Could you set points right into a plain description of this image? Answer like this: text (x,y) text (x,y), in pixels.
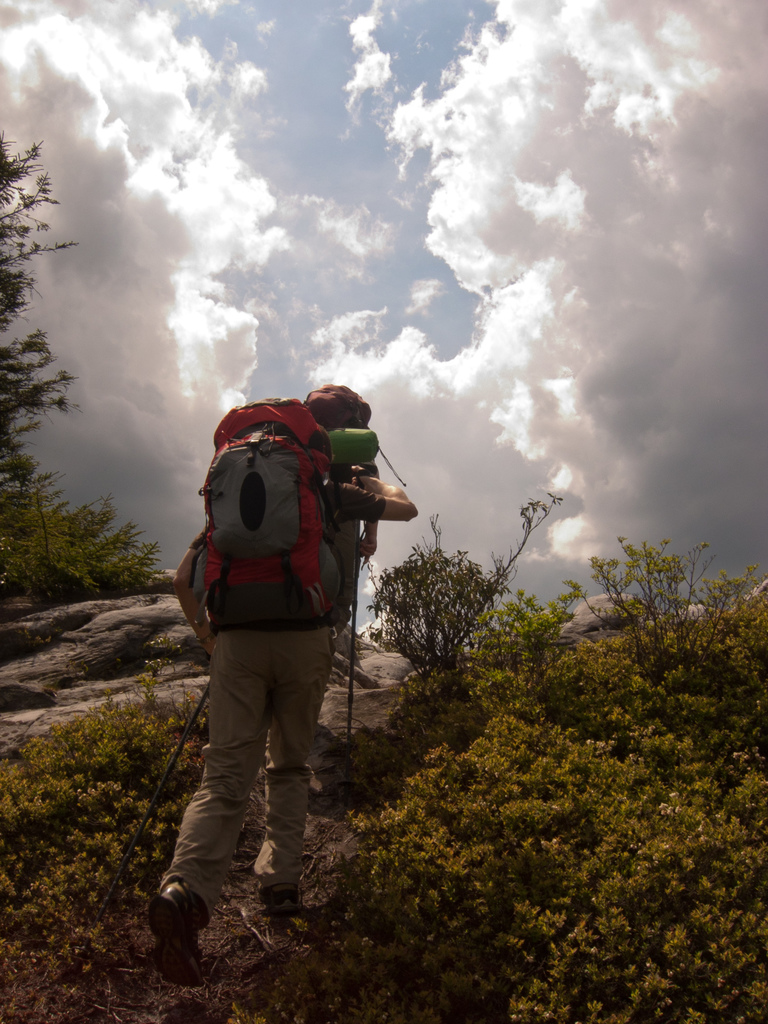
In this picture there is a person (297,674) climbing the hill (340,652). The person (290,657) is wearing a backpack (293,507). There are trees (37,510), plants (441,802), rocks (177,686) and sky (297,193) in the image. The sky (271,163) is full of clouds (374,256).
